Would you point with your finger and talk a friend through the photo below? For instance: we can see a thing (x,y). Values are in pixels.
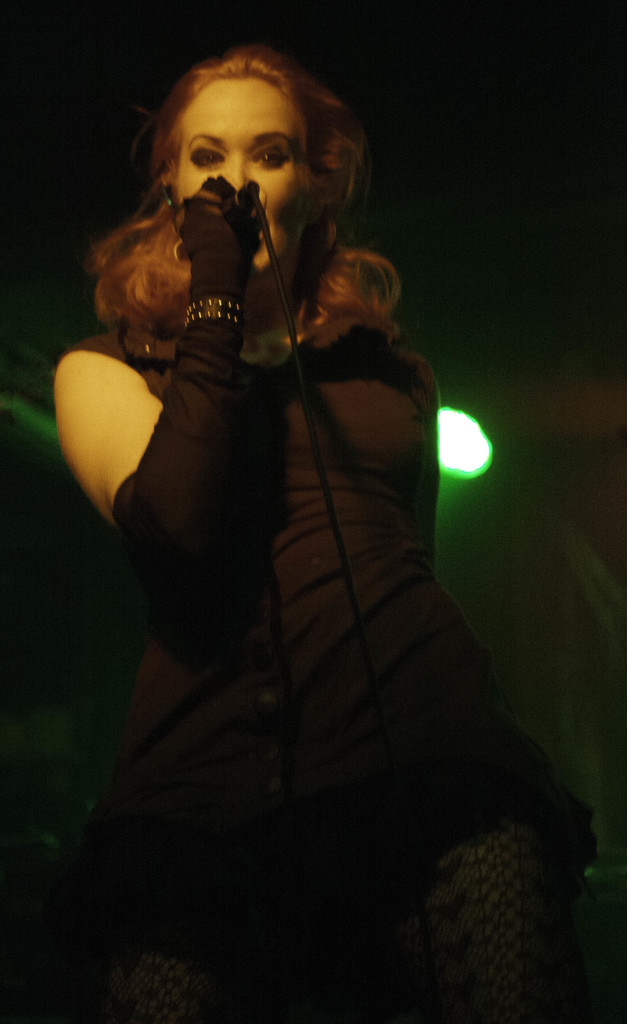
This image consists of a woman (197,903) singing a song in mike (250,185), who's wearing a black dress (399,488) and black color gloves (212,428) in her hand (219,435). The background (514,126) is dark in color. In the middle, a focus light (488,438) is visible. This image is taken on the stage (596,486) during night time.
